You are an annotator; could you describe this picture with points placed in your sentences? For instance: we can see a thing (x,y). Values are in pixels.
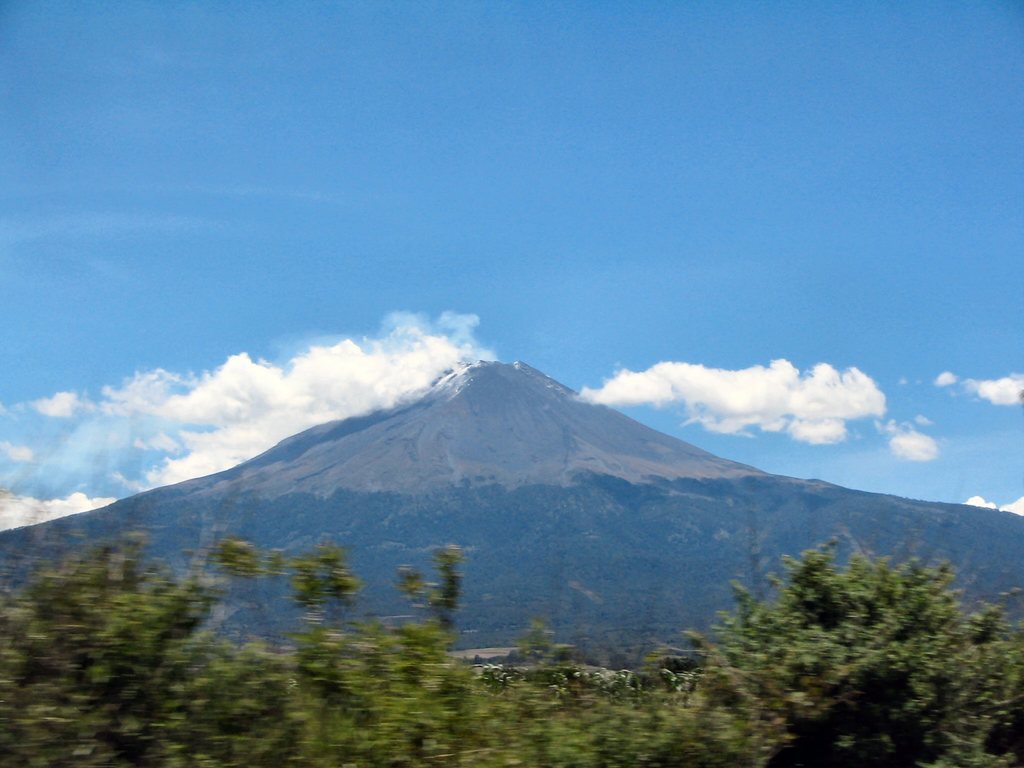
This picture is clicked outside the city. In the foreground (307,708) we can see the plants (659,693). In the center (675,468) there are some objects (473,657) and the hill (459,464). In the background (387,140) there is a sky (823,210) with some clouds (301,372).
